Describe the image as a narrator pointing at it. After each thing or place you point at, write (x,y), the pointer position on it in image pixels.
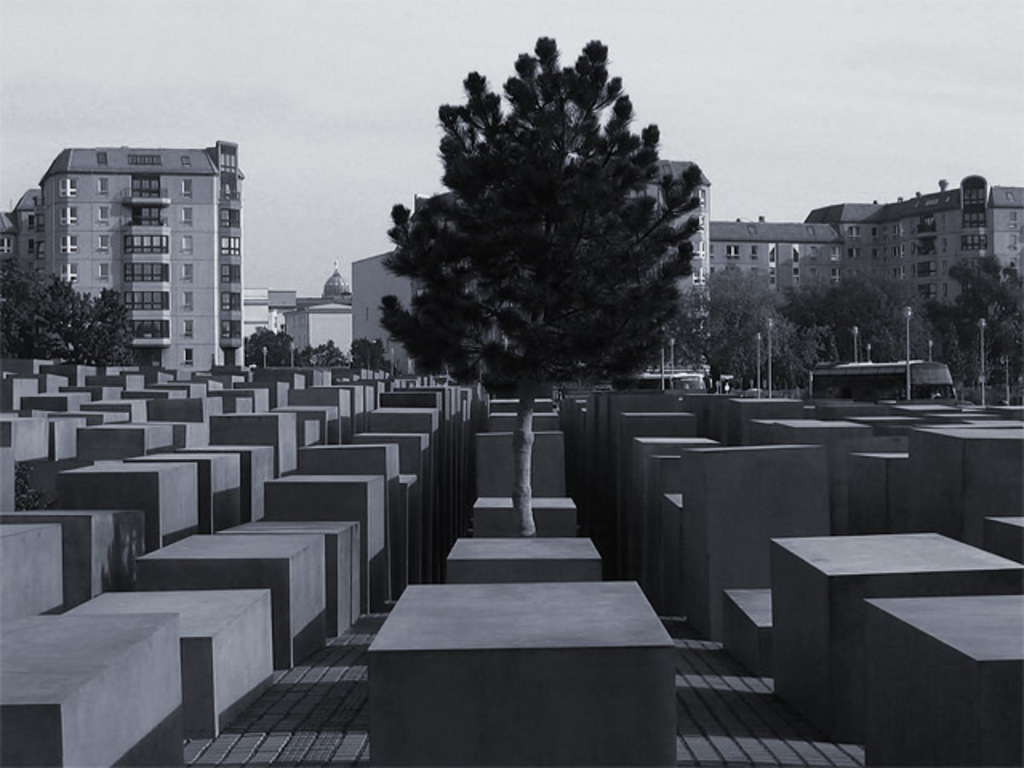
In the picture we can see boxes (42,464) with different sizes in the path (701,748) and in the middle of it, we can see a tree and in the background (386,334), we can see some trees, poles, and buildings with windows (231,267) and glasses (237,252) in it and behind it we can see a sky (371,113) with clouds (954,132).
